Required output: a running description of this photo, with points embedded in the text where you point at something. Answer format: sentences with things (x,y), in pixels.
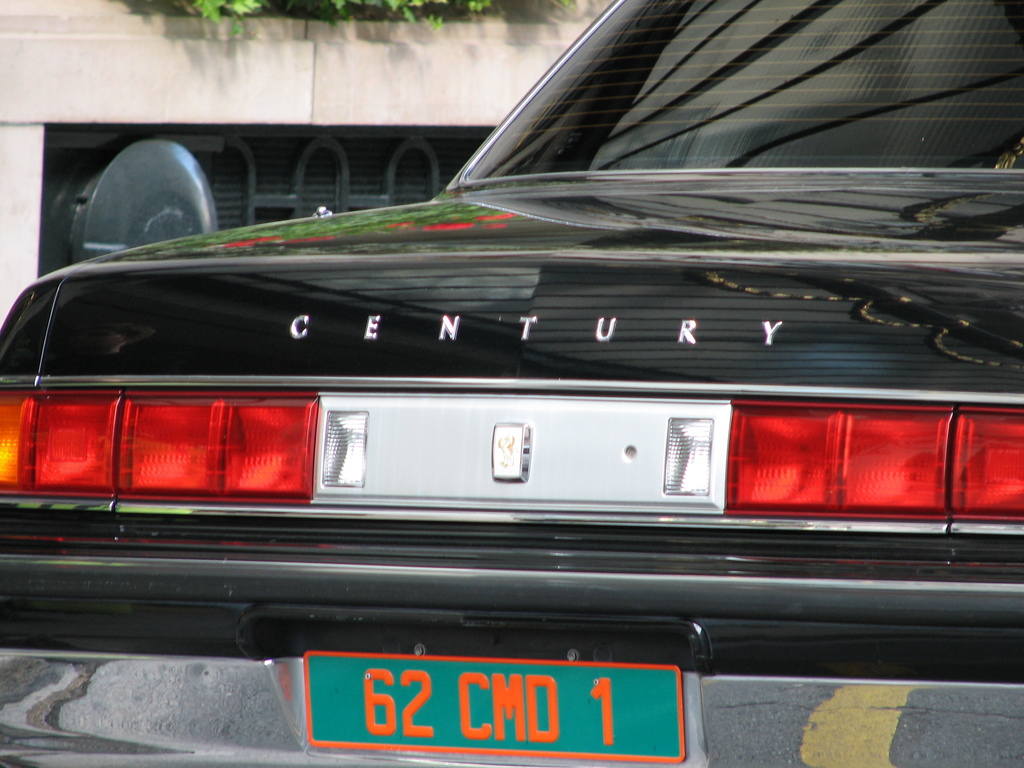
In this image we can see the back part (538,396) of a car (339,286), behind that there is a building (326,108) and plants (492,4).
